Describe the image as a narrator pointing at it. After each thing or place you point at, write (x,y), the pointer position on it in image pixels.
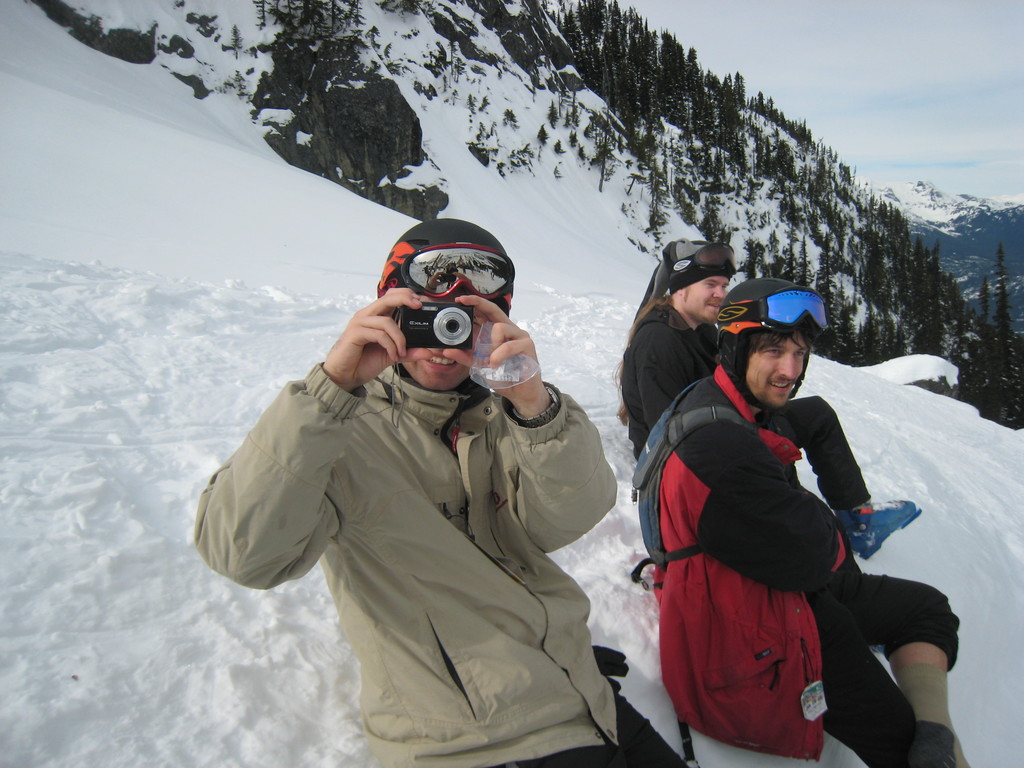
These persons (447,450) are sitting on a snow (51,442). This mountain (12,119) is filled with snow (149,286). These are trees (846,175). Front this person (515,513) wore jacket (476,459) and holding a camera (455,343). This person (708,394) is carrying a bag (652,557).
